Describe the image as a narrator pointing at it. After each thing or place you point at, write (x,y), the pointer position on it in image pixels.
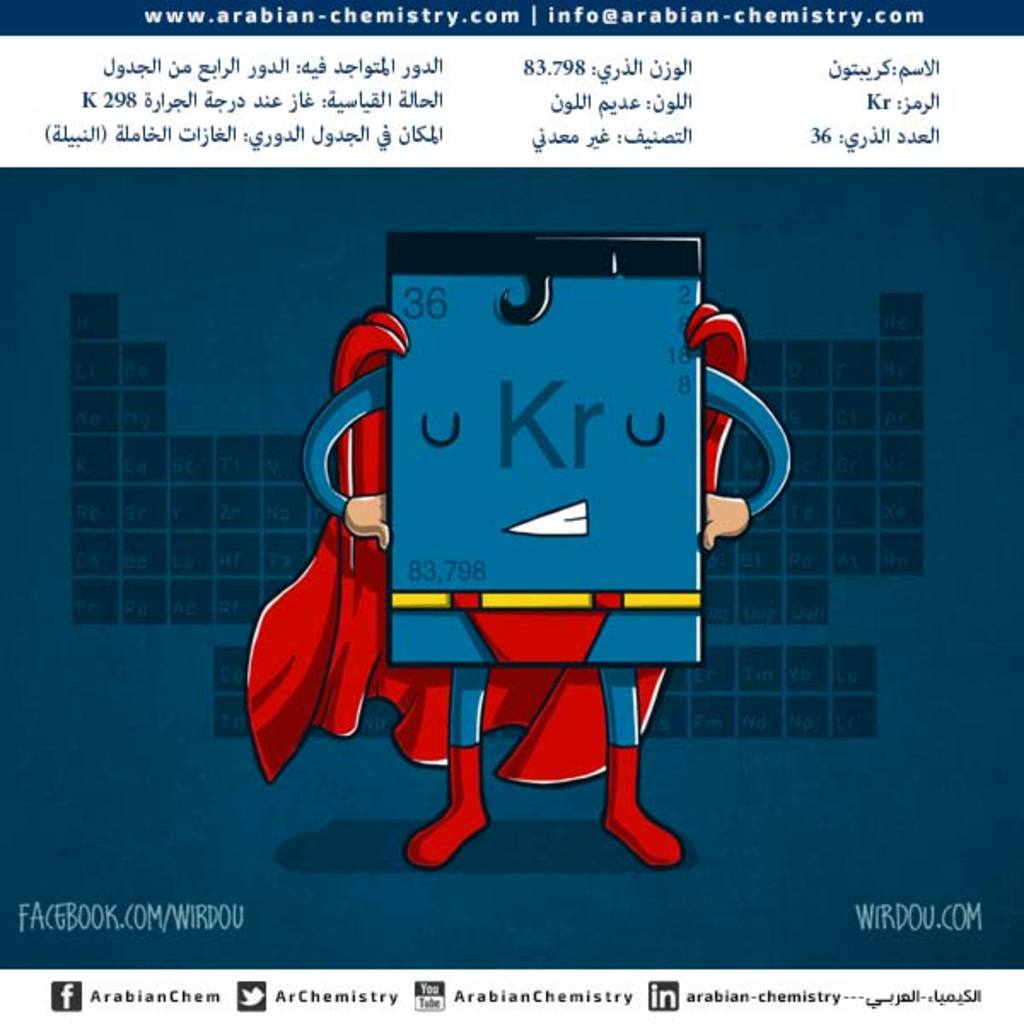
In this picture I can see a cartoon (464,510) and I can see text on the top (419,62) and bottom of the picture (295,1011) and couple of watermarks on the left side (38,924) and right side of the picture (900,903).
